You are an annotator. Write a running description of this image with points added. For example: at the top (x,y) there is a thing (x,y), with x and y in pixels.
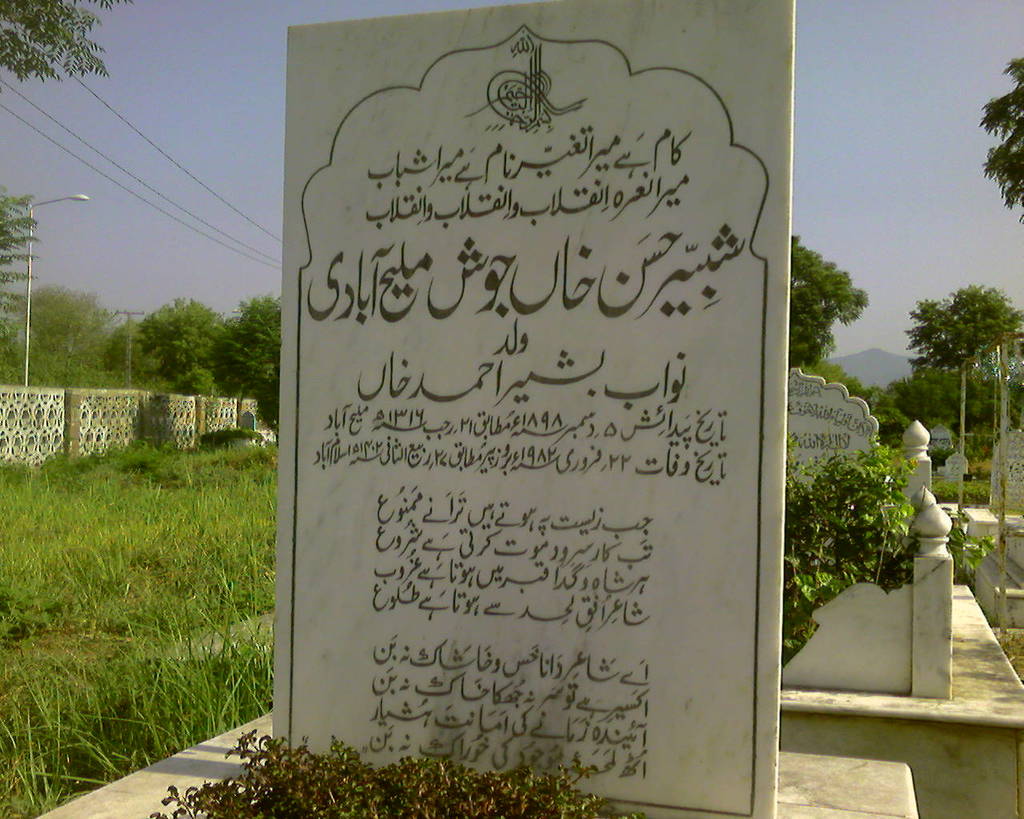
In this picture I can see there is a gravestone (454,743) and there is something written on it. On to left (171,575) there is grass (195,579), a wall (33,435) and trees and plants (505,781). The sky (132,293) is clear.
